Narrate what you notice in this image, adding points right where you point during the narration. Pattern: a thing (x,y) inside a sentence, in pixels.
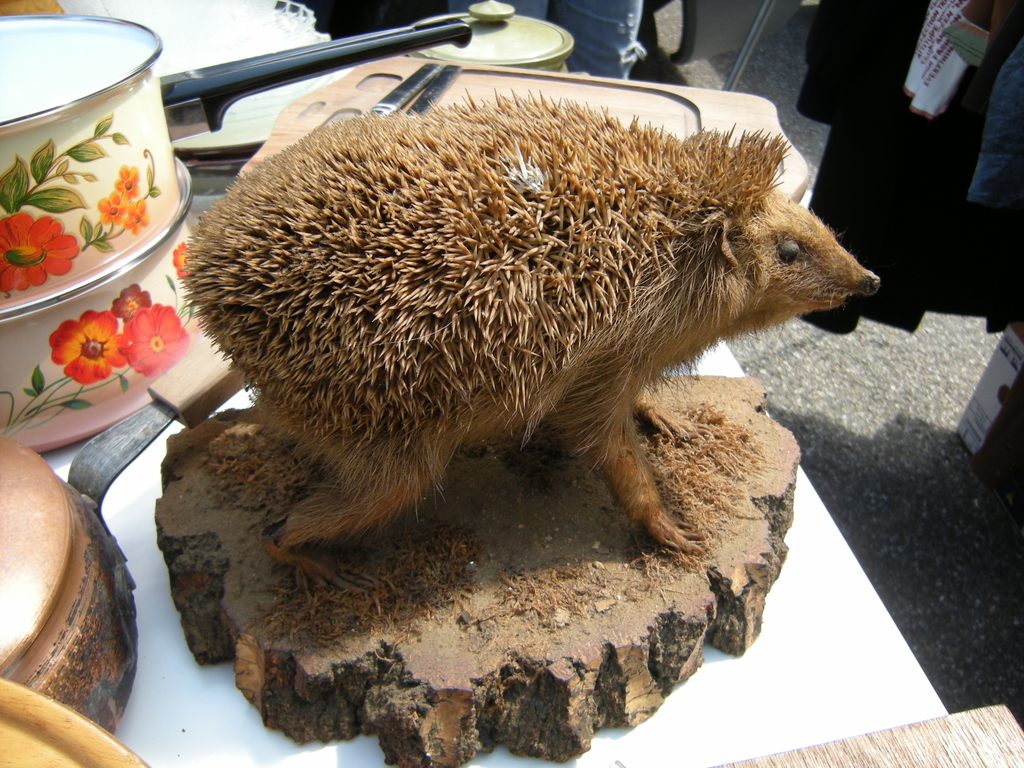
In this image there is a hedgehog (444,414) on the wooden block (283,513), behind the hedgehog (714,146) there are few kitchen utensils (423,98) placed on the table (754,656). Behind the table (756,669) there are a few people (893,161) standing on the road (891,357).
